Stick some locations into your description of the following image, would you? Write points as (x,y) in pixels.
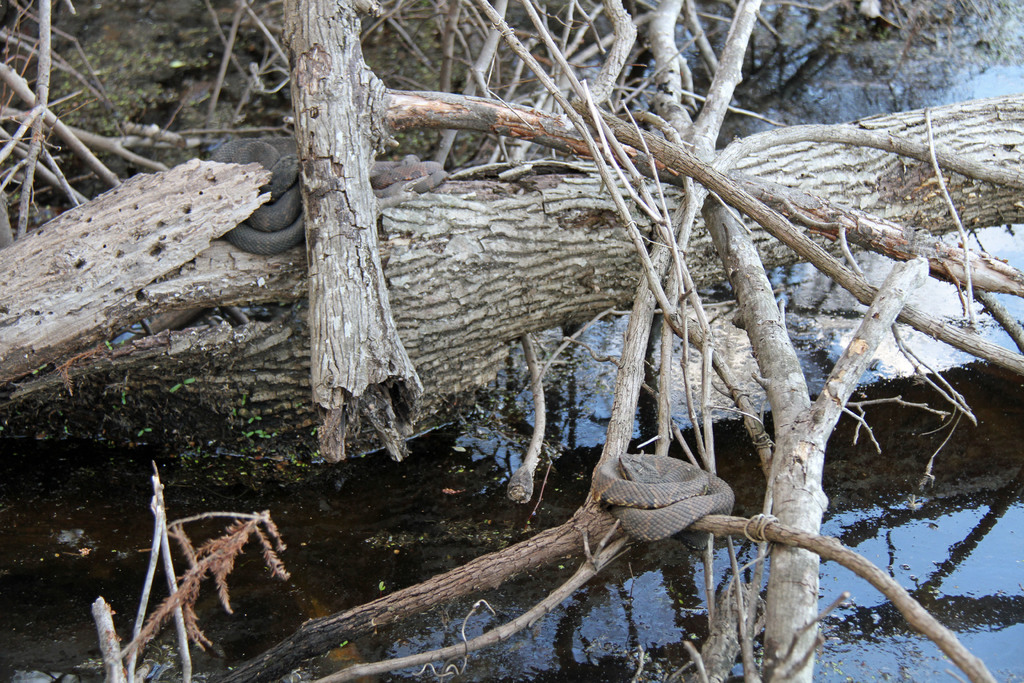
In this image we can see branches (667,377) of trees (687,358). On that there are snakes (651,479). Below that there is water (891,568).
